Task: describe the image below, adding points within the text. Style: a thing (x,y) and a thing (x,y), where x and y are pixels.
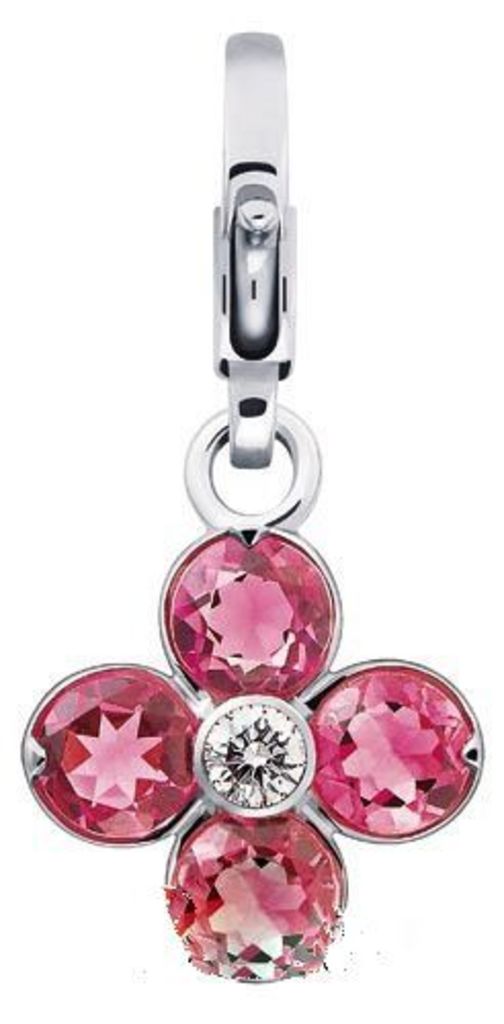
In the picture there is a locket (256,608) with pink stones (197,670).
